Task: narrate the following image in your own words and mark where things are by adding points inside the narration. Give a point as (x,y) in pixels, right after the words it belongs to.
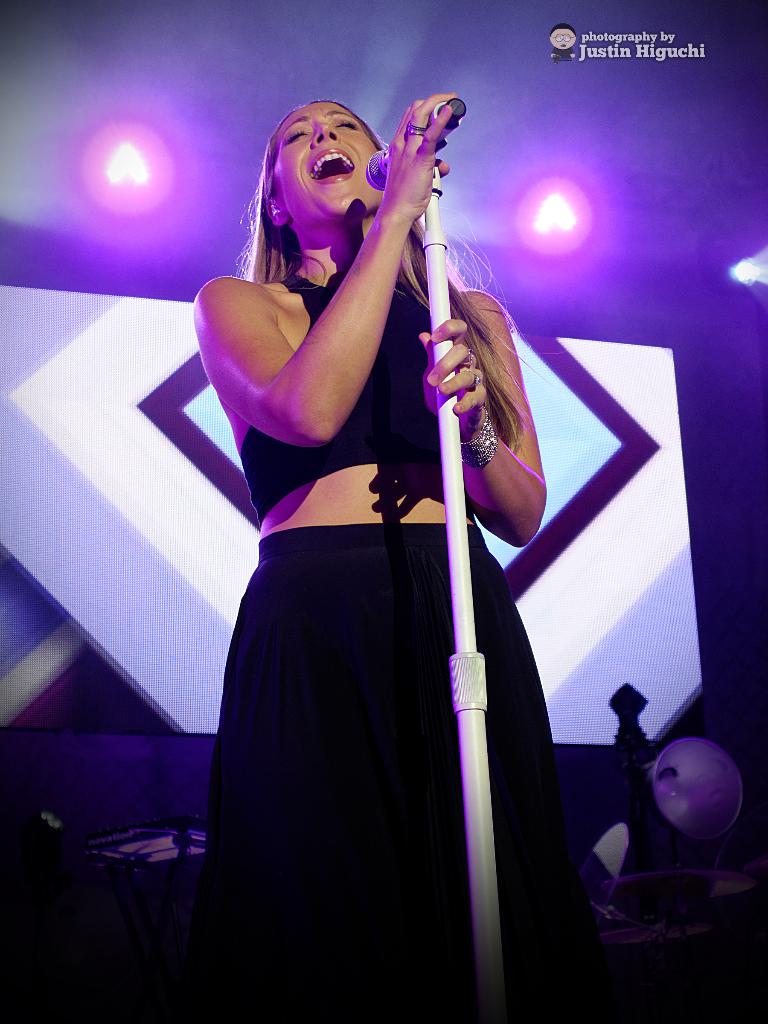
In this image we can see a woman (339,598) holding a mic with a stand (437,218). On the backside (112,184) we can see some lights (109,195).
